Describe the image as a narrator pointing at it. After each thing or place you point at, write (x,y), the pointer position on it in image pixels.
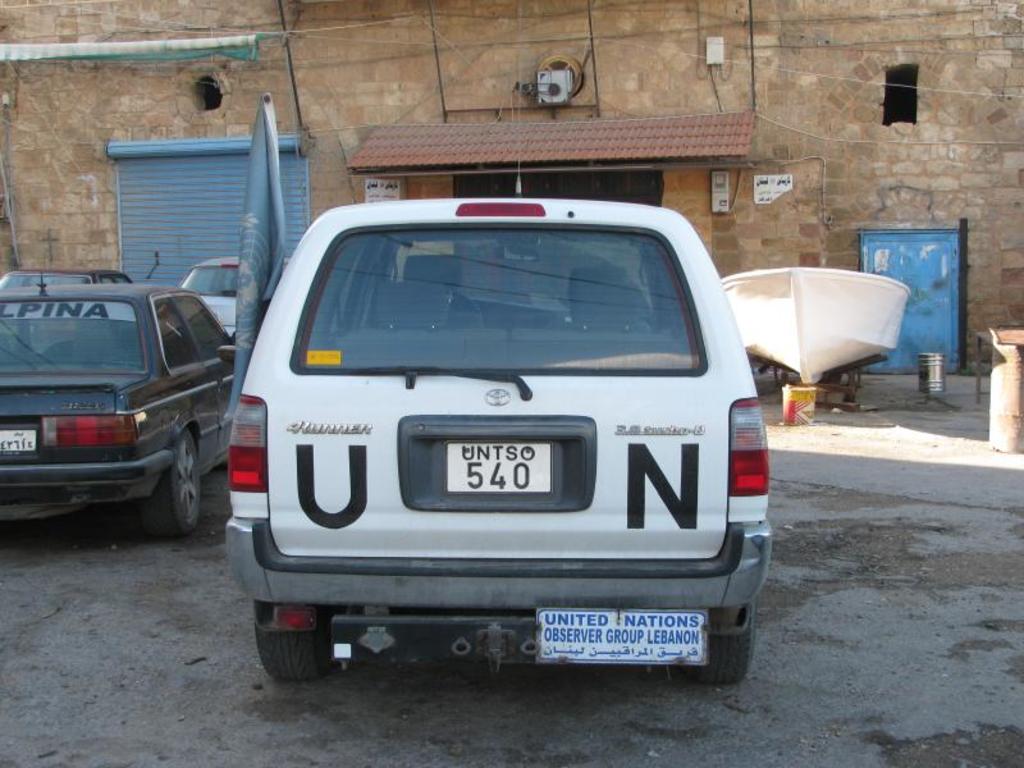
In this image I can see a car (589,447) which is white and black in color on the ground (814,703) and another car (184,459) which is black in color. I can see a flag (272,272), few other cars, a boat (797,303) which is white in color, few containers (804,409) and few other objects (1006,438). In the background (788,121) I can see the building (842,95), the door (890,257) and the rolling shutter (228,193) which is blue in color.
